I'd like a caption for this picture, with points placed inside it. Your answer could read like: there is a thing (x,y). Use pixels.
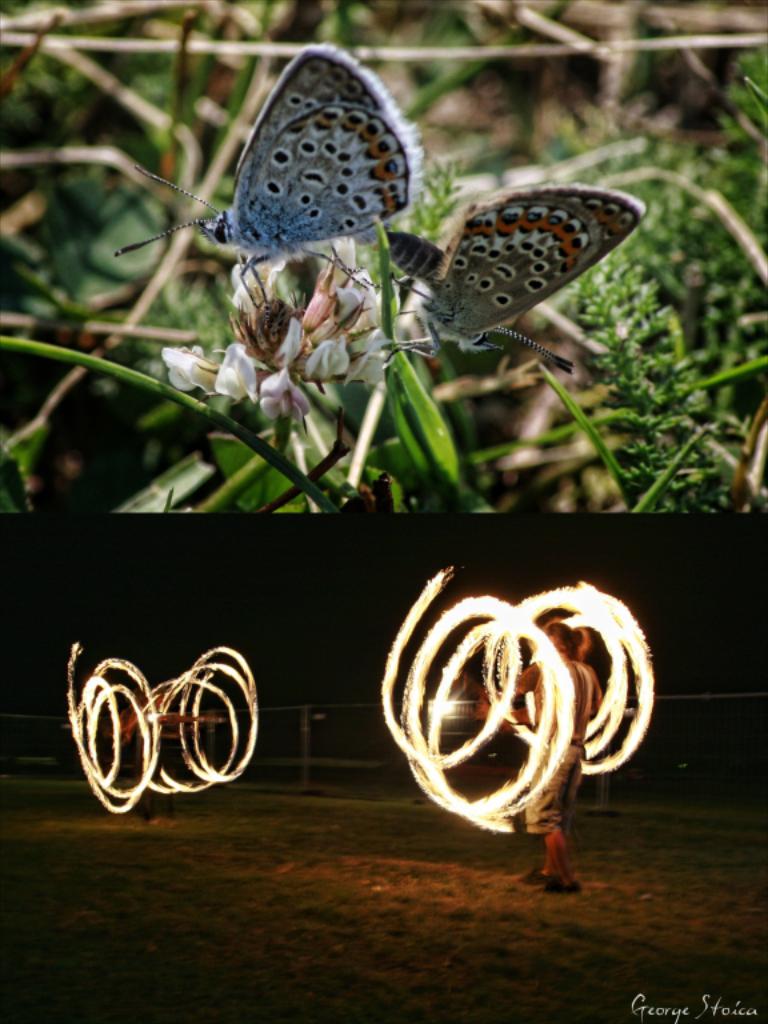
In this picture I can see there is a collage, one image has butterflies (548,243) sitting on the flowers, there are few plants (255,487), twigs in the backdrop (76,490). In another image I can see there are two persons (584,694) performing an act and there is grass (378,906) on the floor (385,932) and the backdrop (372,660) is dark.
